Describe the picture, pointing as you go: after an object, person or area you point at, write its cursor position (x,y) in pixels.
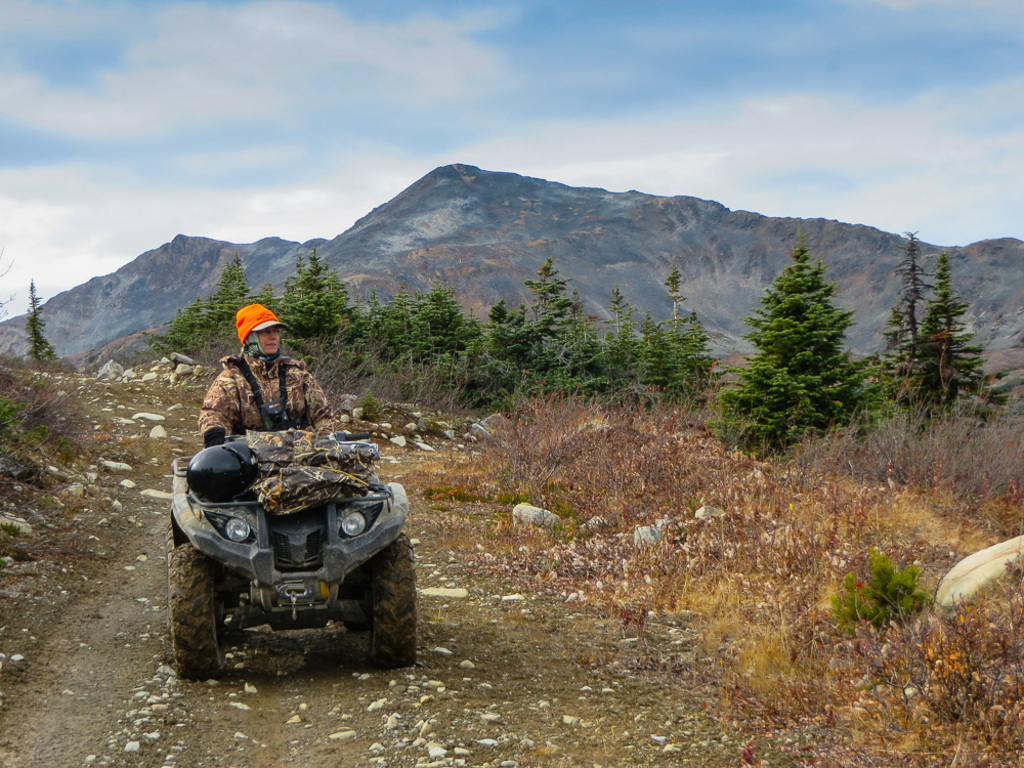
In this image I can see a person (258,398) in a vehicle (274,543). There are trees (304,347), stones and mountains (405,206) at the back (387,236).
